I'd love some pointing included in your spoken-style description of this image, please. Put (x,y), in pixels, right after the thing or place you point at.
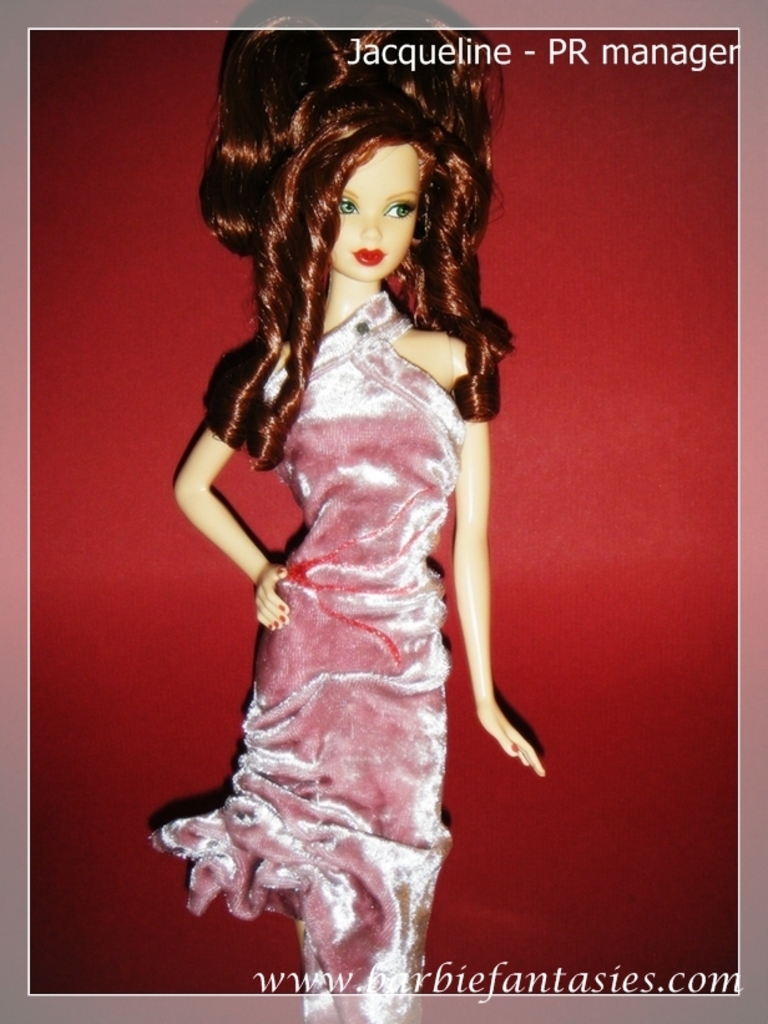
There is a doll (342,482) with a velvet cloth (341,659). There are watermarks (413,62) on the right corners. In the background (611,517) there is a red wall (153,393).
